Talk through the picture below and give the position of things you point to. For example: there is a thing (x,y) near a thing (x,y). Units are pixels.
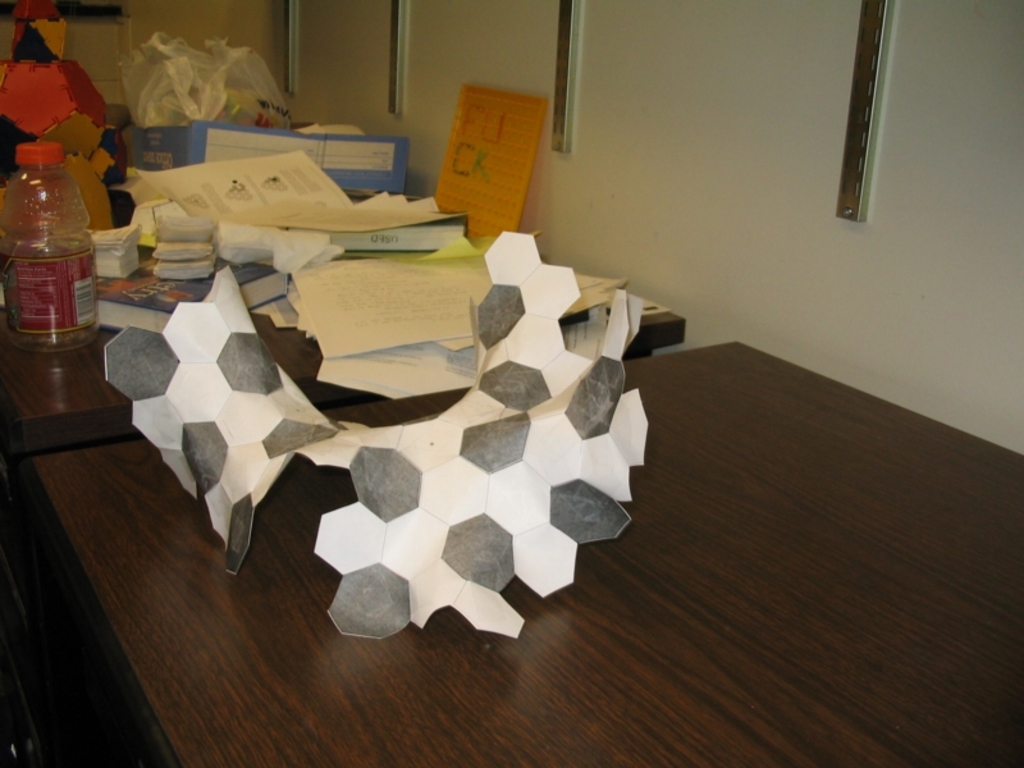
In this image, we can see some tables (334,654) with objects (339,283) like a bottle (34,181), posters (233,195) and some books (293,280). We can also see some craft (392,499). We can see the wall (845,251) with some metal objects (395,20).
